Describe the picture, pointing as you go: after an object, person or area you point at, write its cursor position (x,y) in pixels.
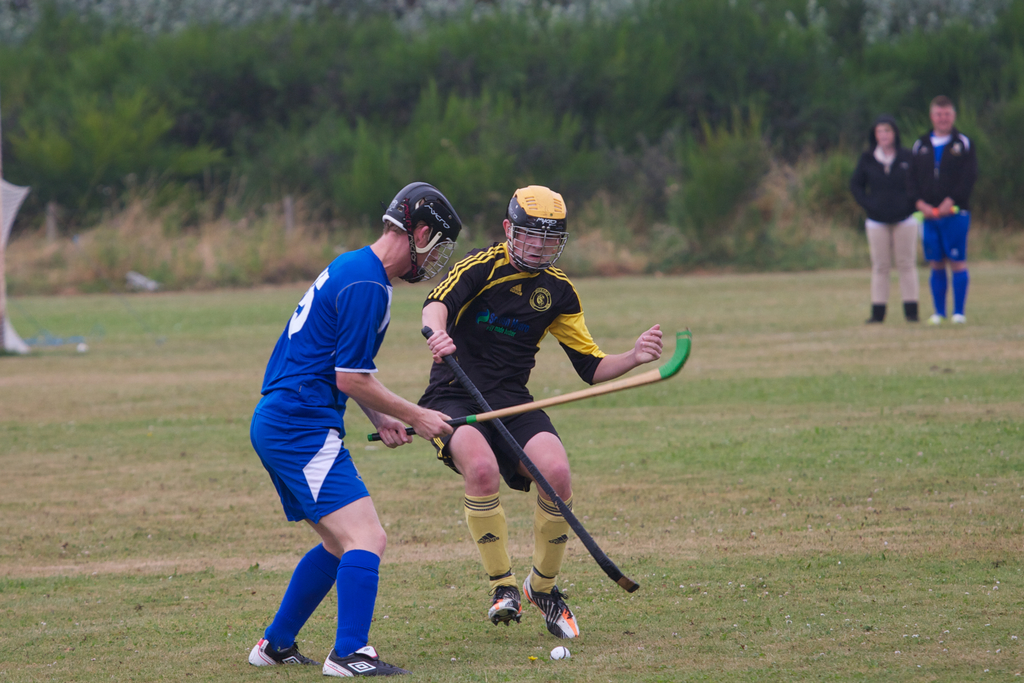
In this picture we can see two people (329,497) wore helmets (528,215), shoes (283,650) and holding bats (468,424) with their hands (395,431) and in front of them we can see a ball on the ground (418,594) and in the background (11,251) we can see an object (1,195), two people (870,217) standing, grass (706,296), plants (138,252) and trees (449,84).
